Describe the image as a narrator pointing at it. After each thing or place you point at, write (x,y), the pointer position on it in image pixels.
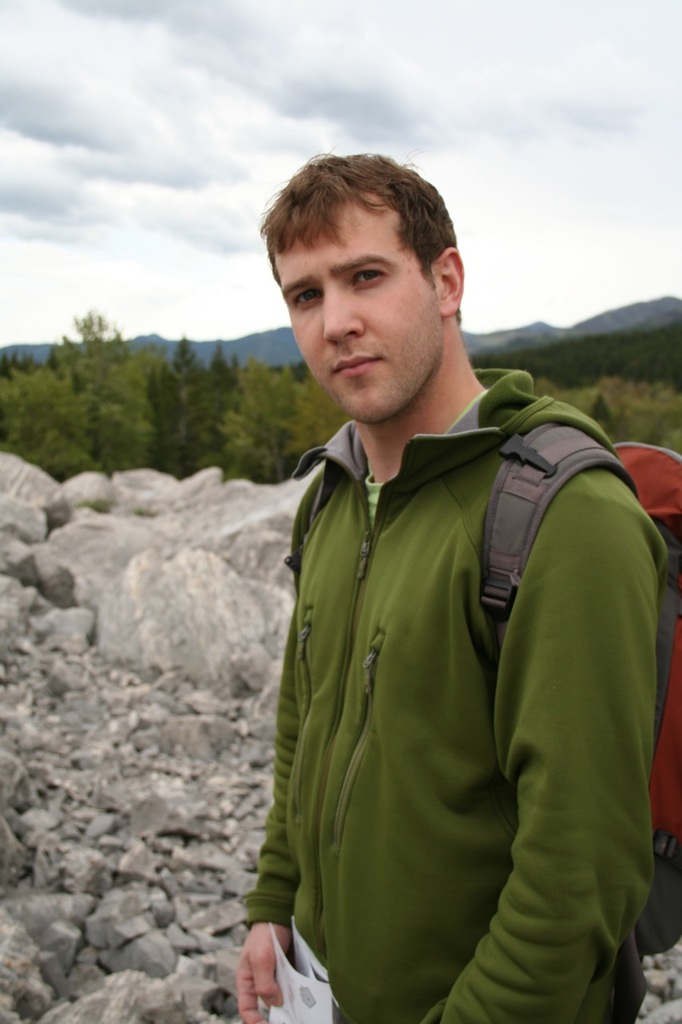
This is the picture of a man (372,639) in green jacket (418,684) was standing on a floor (246,927). Behind the man (392,434) there are trees (248,396) and sky (187,191).
